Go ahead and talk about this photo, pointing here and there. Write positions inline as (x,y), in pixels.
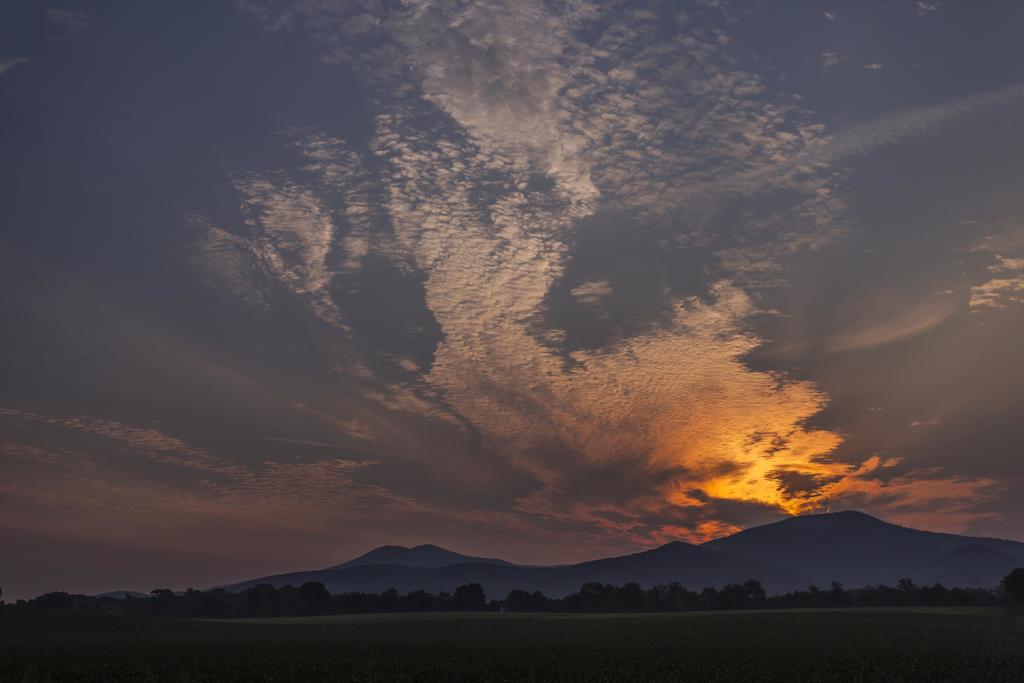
In this picture we can see few trees (352,601), hills (704,545) and clouds (568,374).
